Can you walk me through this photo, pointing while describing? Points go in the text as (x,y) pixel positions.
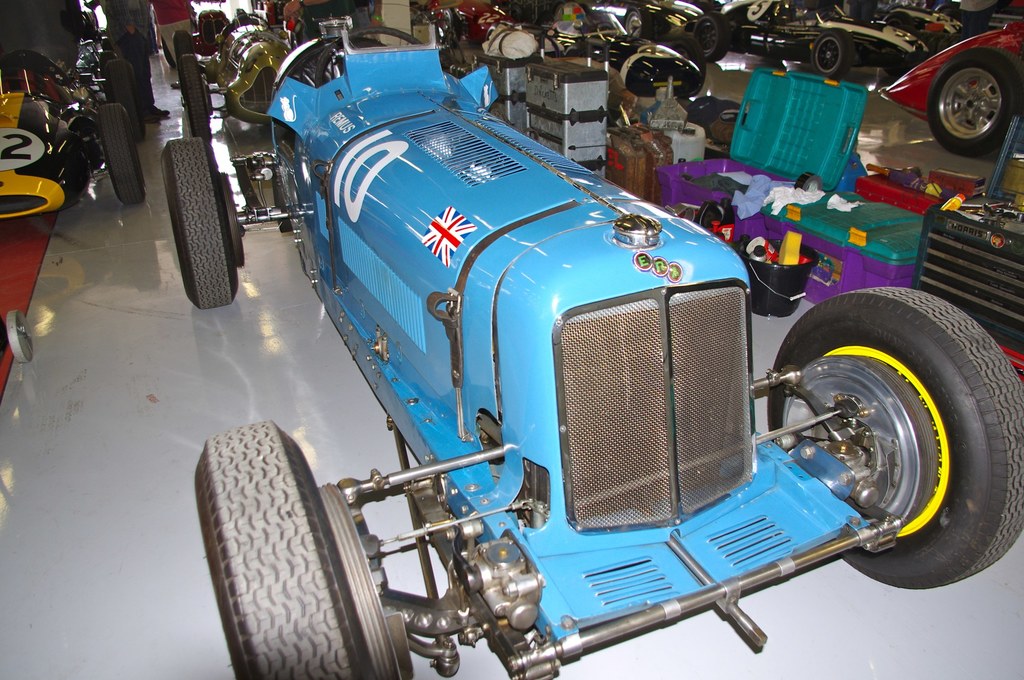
In the image there are many race cars (285,127) on the floor (226,147). Also there are boxes (822,197) and buckets (763,274) with many items (1000,202) in it. And also there are few other objects (709,141) in the image.
